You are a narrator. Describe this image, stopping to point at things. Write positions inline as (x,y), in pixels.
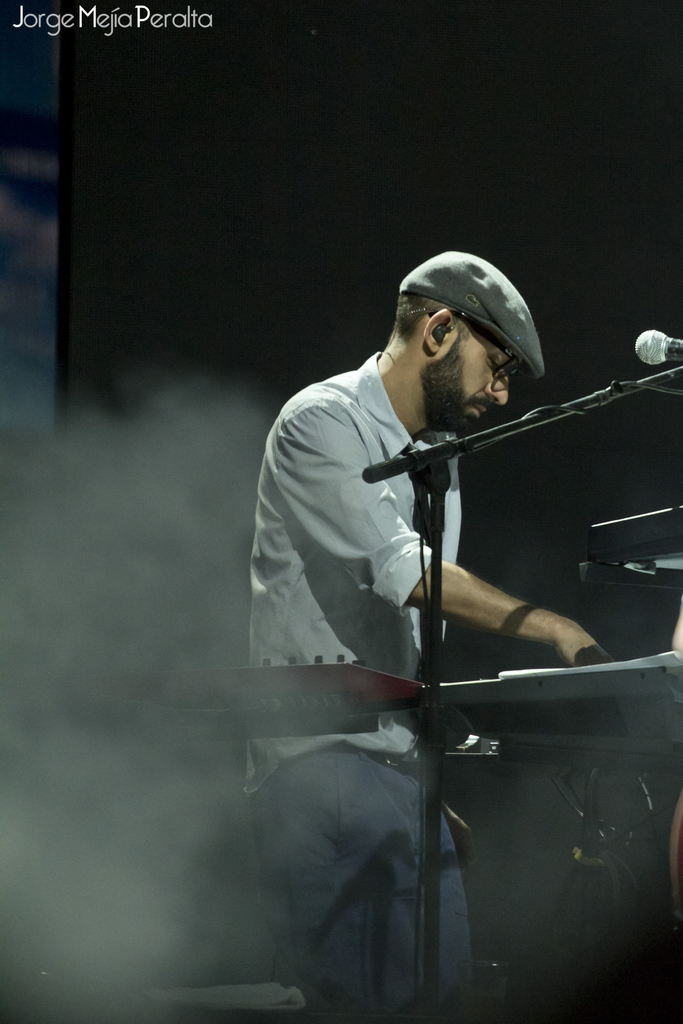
In this image we can see there is a person (461,826) playing musical instruments (344,680) and there is a mic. On the top left side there is some text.
